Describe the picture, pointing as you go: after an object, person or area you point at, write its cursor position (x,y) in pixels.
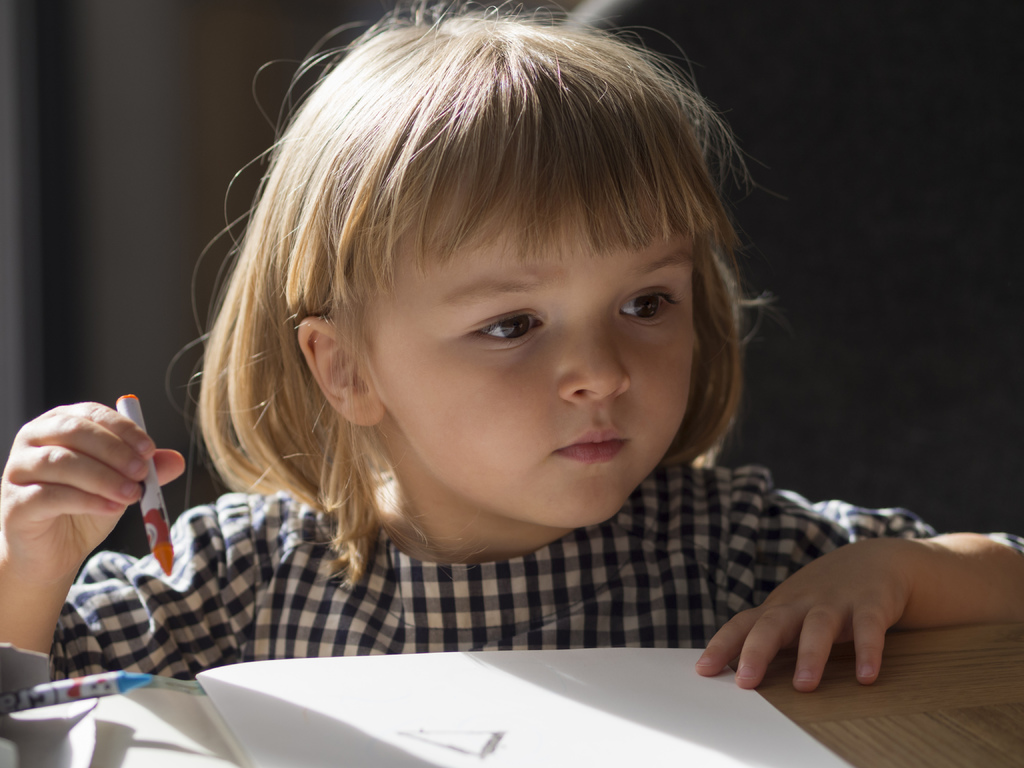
This image consists of a small girl (398,614) is drawing in a book (614,726). She is wearing black and white dress (543,630). In front of her there is a table (891,749) on which book (218,739) is kept.
